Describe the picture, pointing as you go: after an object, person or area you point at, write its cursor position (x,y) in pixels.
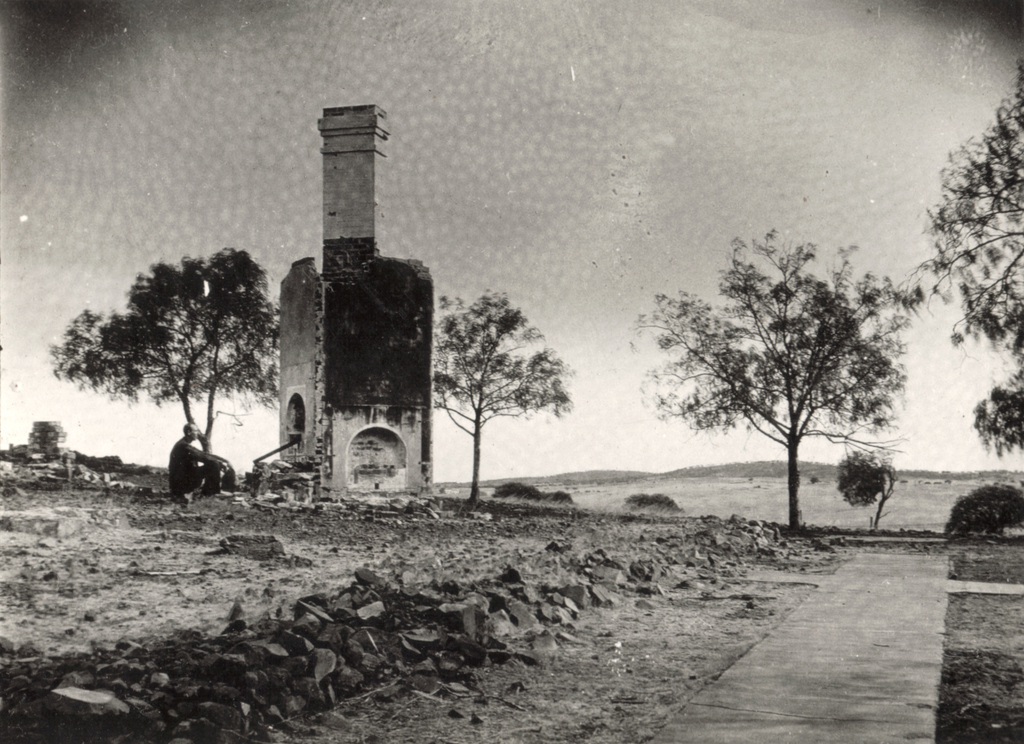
This is a black and white picture, there is a road (818,634) on the right side (863,633), on the back (835,386) there are trees (212,315), on the left side (340,328) it seems to be an vintage building (353,283) with a man (208,464) sitting beside it and above its sky (486,70).
